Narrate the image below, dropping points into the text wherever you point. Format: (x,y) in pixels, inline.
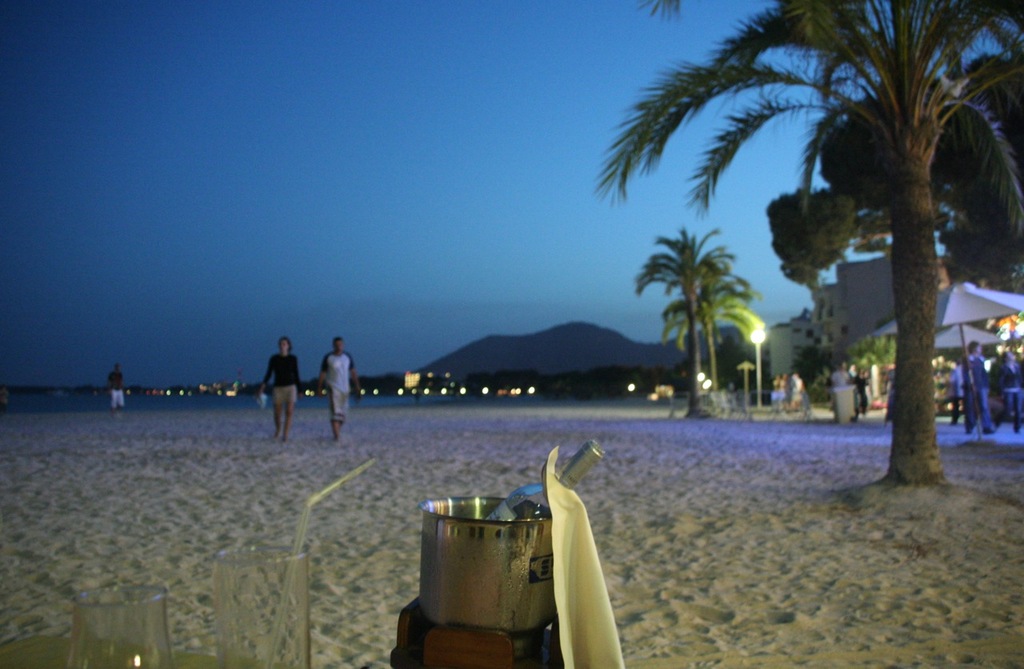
In this picture there are three persons (283,399) walking. There are buildings (819,337) and trees (899,362) and umbrellas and there are group of people (861,394) standing. At the back (647,346) there are mountains (561,358). In the foreground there are glass (265,639) and there is a bowl (431,610) on the object (532,651) and there is a bottle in the bowl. At the top (493,184) there is sky (520,176). At the bottom (761,534) there is sand (888,620).
